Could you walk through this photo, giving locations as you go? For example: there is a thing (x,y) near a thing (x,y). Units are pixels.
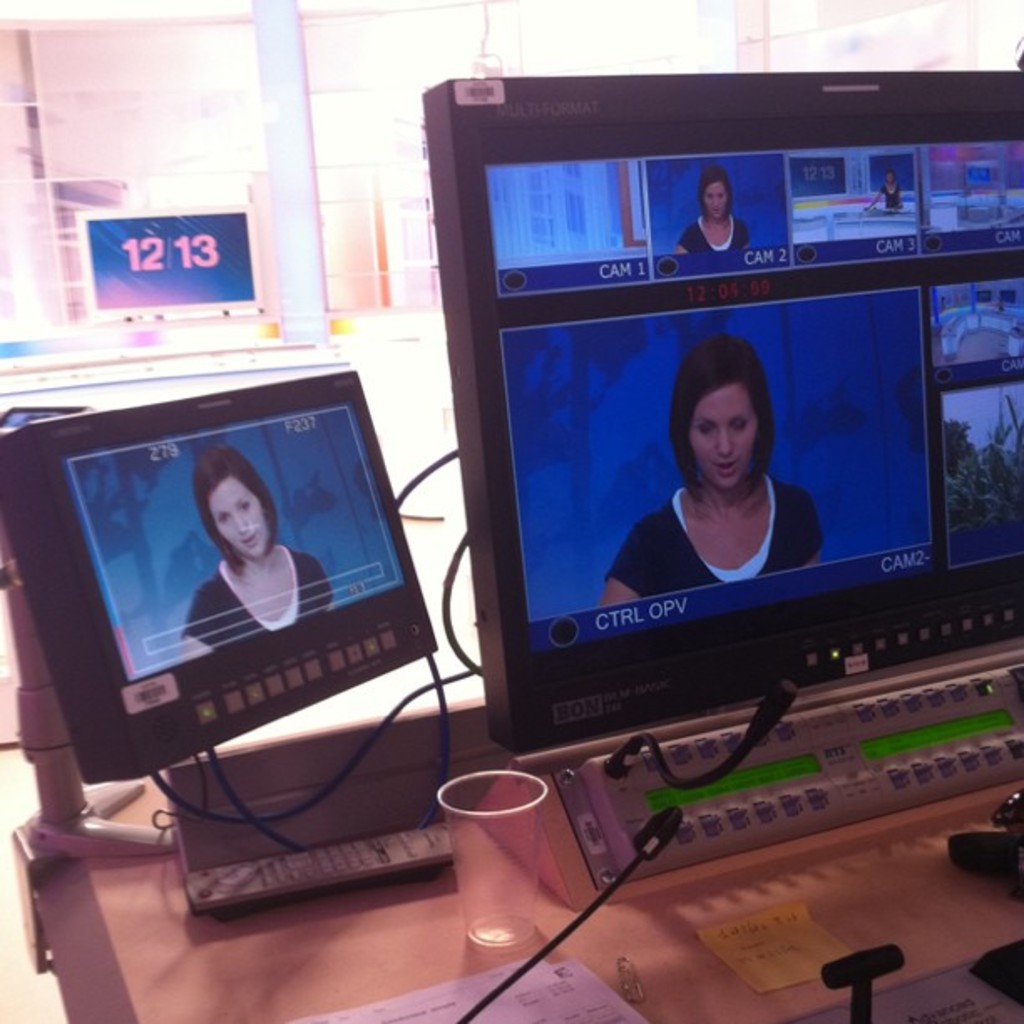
This image is taken indoors. At the bottom of the image (443,968) there is a table (702,962) with a glass (496,893), a paper (583,998) and two monitors (599,626) on it. There is a remote (293,888) on the table (274,963). In the background (146,285) there is a screen (175,249).
